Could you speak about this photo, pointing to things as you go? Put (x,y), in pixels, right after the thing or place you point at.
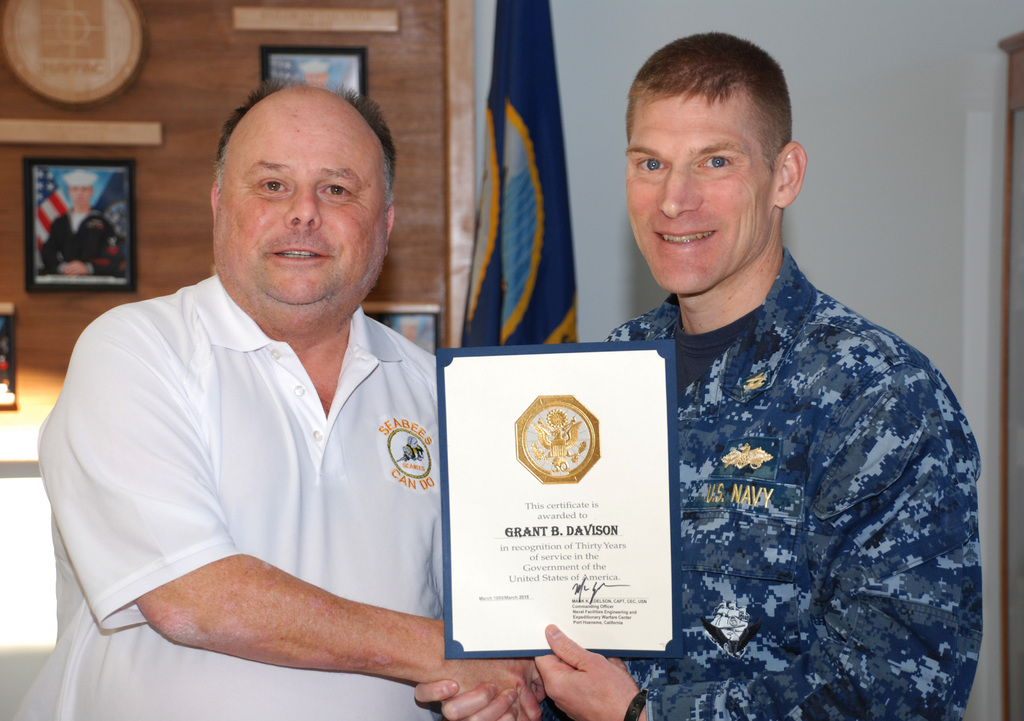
In this picture we can see two men (695,524) are holding a certificate (638,565). In the background (529,14) we can see frames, flag (493,218), and a wall (890,303).
